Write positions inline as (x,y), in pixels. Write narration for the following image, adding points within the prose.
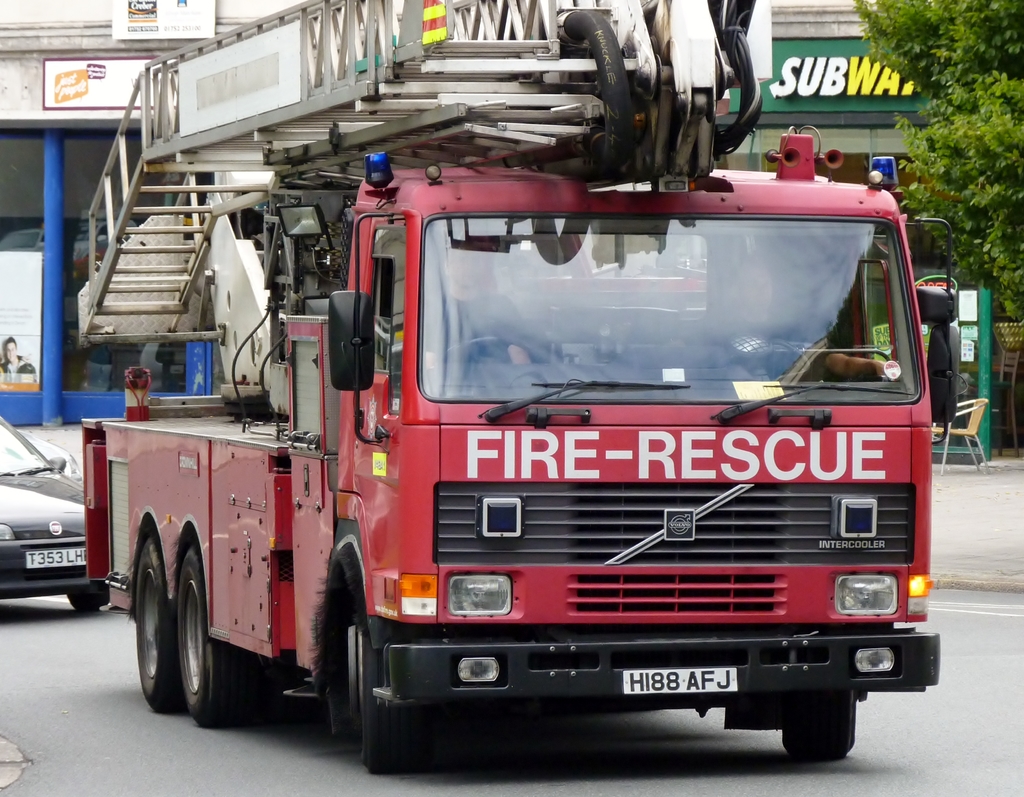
As we can see in the image there is a red color truck (349,592), buildings (3,3), stairs (200,191), car (23,501), chair (975,423) and tree (986,175).
